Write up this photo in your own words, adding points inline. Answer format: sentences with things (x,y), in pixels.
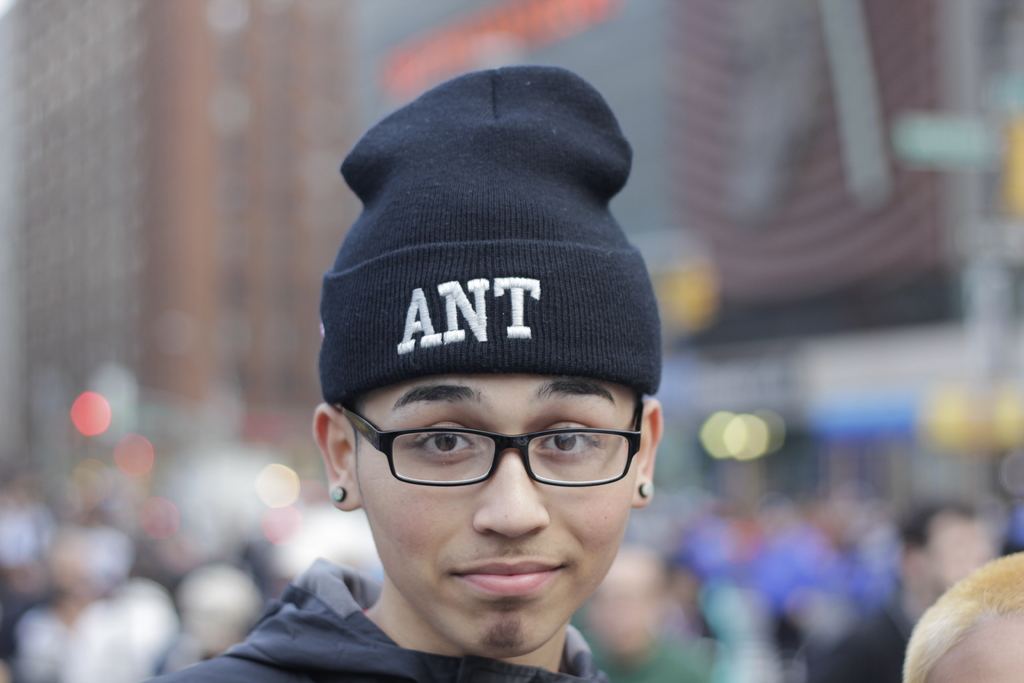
In this image we can see a person (407,599) wearing a cap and the spectacles (460,448), also we can see the background (836,159) is blurred.
